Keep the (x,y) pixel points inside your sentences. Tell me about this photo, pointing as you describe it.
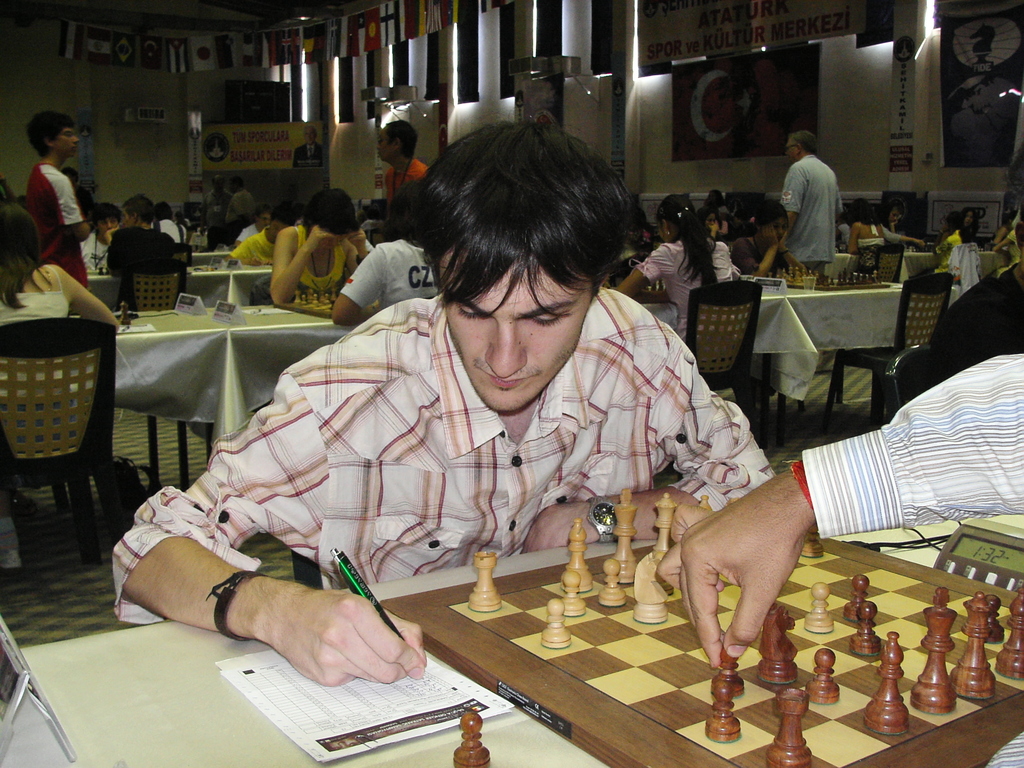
In this image we can see a man hand (795,507) moving the chess coin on the chess board (634,661) placed on the table (577,755). This man (483,385) is writing with a pen (348,577) on the paper (339,717). There are many people (280,219) playing in the background of the image (316,269).
